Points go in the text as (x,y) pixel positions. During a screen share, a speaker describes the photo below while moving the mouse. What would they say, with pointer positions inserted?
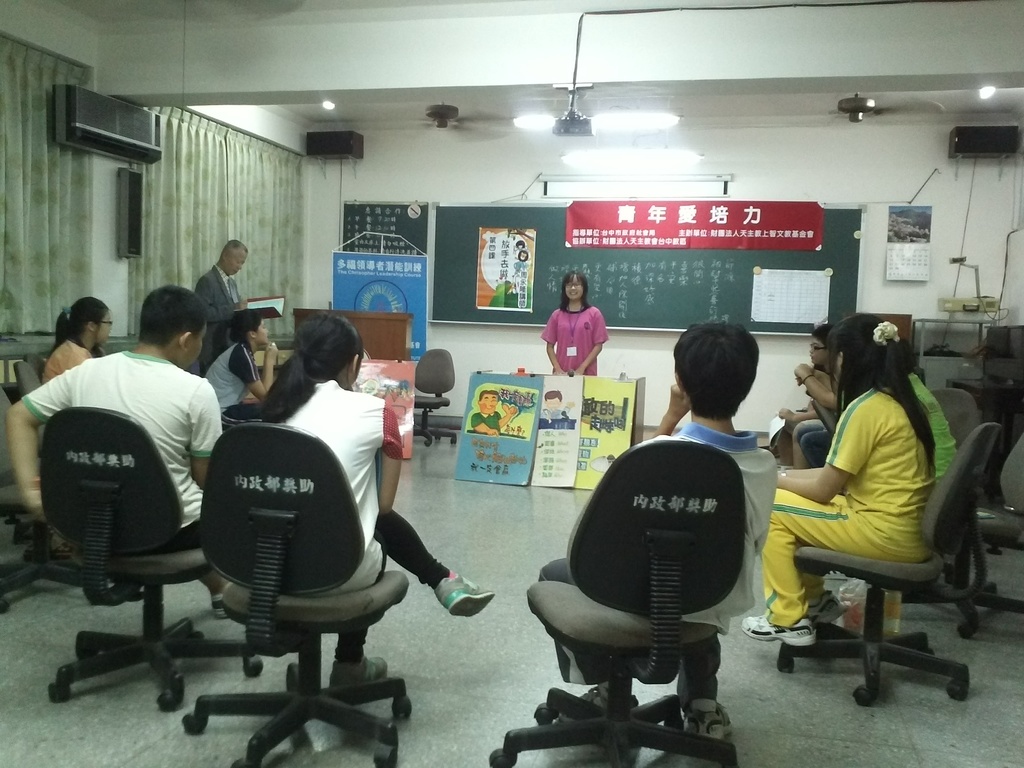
In this image there are group of people (424,576) sitting on the chair (344,572). The woman (565,288) is standing. At the back side (514,249) there is a board (603,309) and curtains (201,223).
